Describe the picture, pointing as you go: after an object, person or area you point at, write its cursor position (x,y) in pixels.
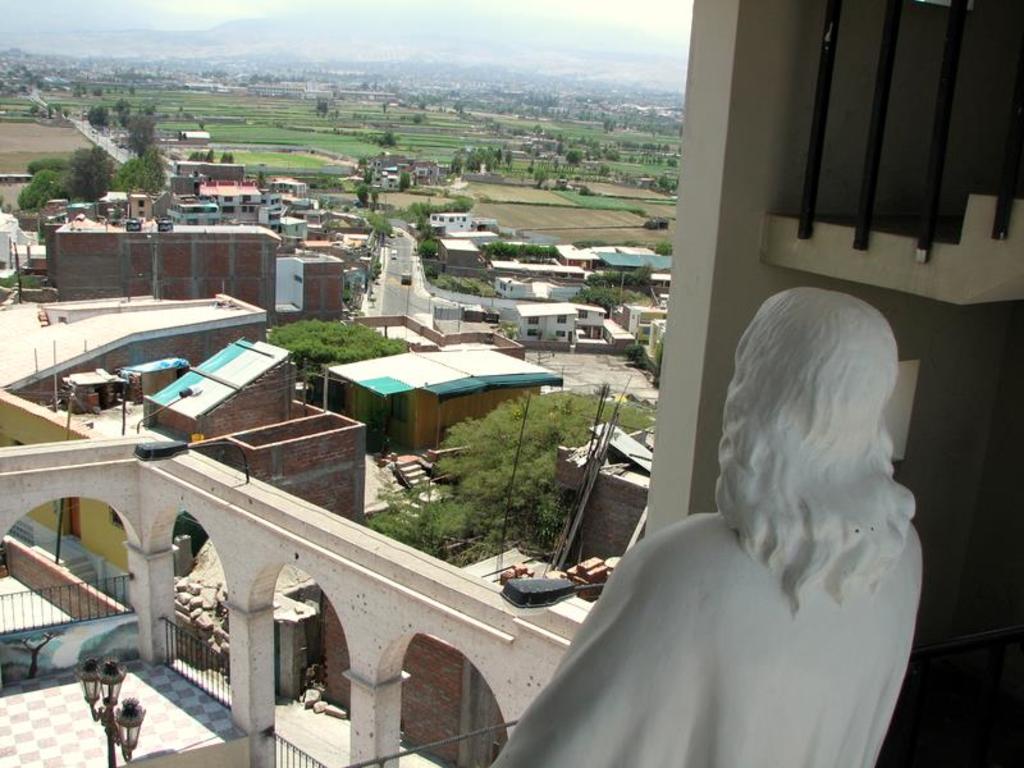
In the image we can see there are many buildings (450,380) and trees (374,193). This is a fence (61,625), light pole (98,717), sculpture (759,657) white in color, bricks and a sky (582,13).
